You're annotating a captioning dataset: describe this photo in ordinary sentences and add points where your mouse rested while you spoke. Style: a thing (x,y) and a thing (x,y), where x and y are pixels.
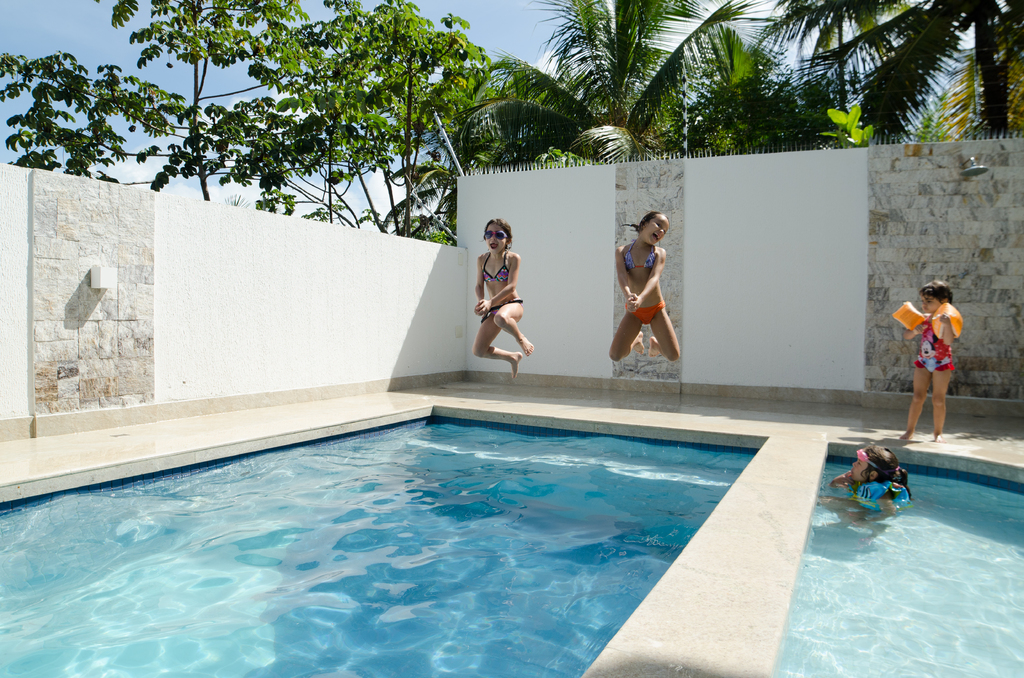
In this image we can see a swimming pool (477,569) and there is a girl (856,508) in the pool (906,516). We can also see two girls (498,329) jumping and one girl (931,374) on the ground (1010,417). In the background (896,404) we can see the wall (736,228) and also trees (583,90). Sky (44,24) is also visible.
